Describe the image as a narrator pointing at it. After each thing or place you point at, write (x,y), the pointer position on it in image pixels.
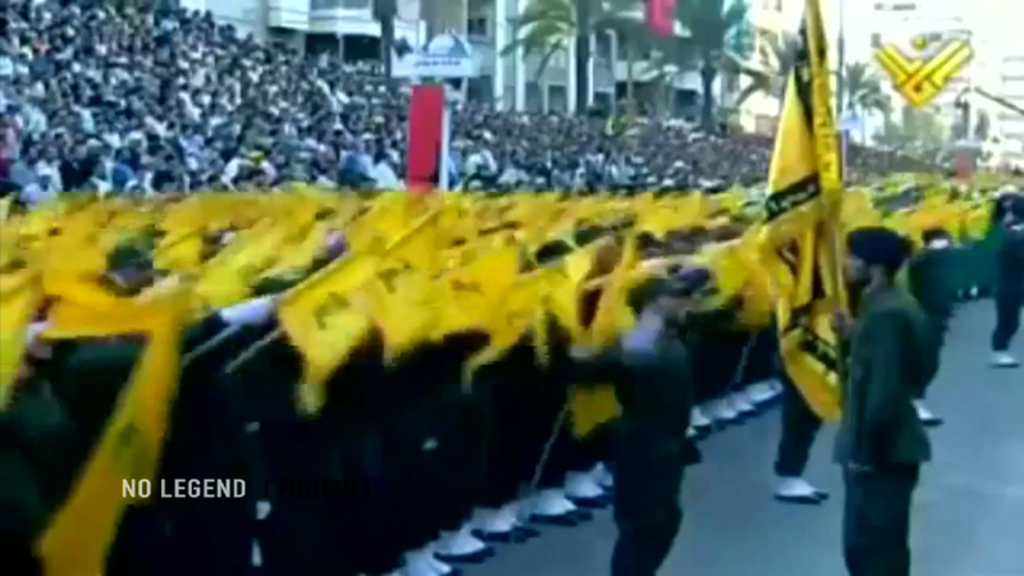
In this image I can see a group of people (196,145) among them some are holding yellow color flags (488,262). In the background (539,67) I can see trees (565,42), buildings (565,60) some other objects (411,60). Here I can see a watermark (173,497).
